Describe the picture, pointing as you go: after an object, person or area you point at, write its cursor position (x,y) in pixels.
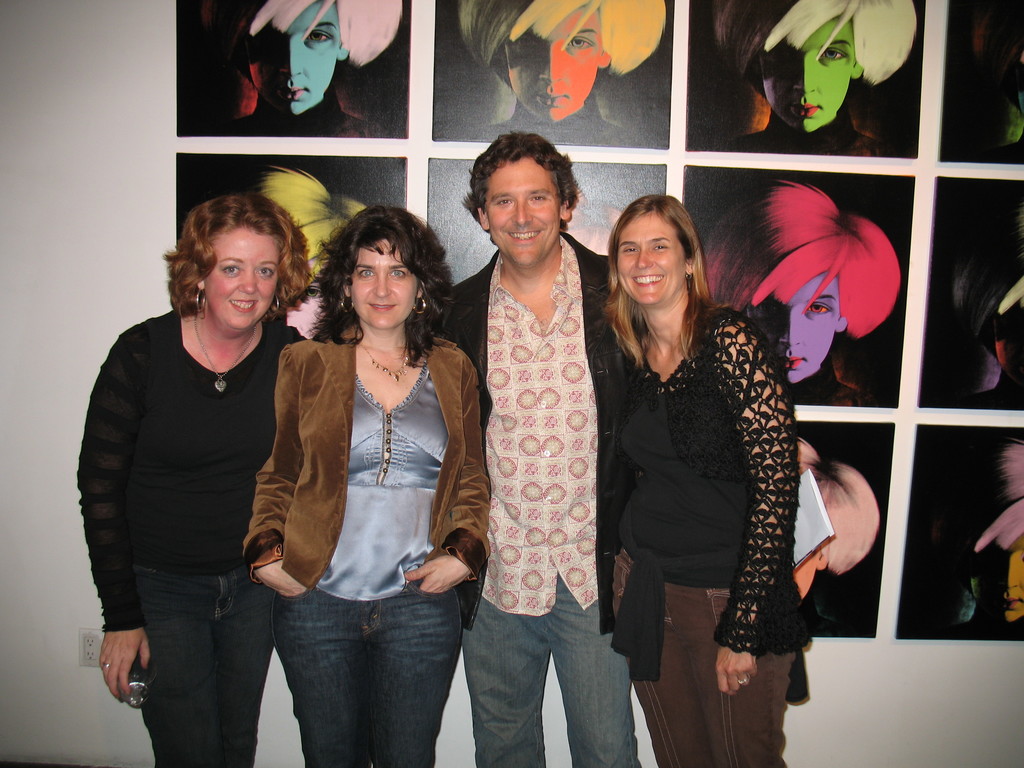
There are people (252,245) standing and smiling, behind these people (262,397) we can see pictures (387,4) of faces (1014,349) on a white wall (904,696).
